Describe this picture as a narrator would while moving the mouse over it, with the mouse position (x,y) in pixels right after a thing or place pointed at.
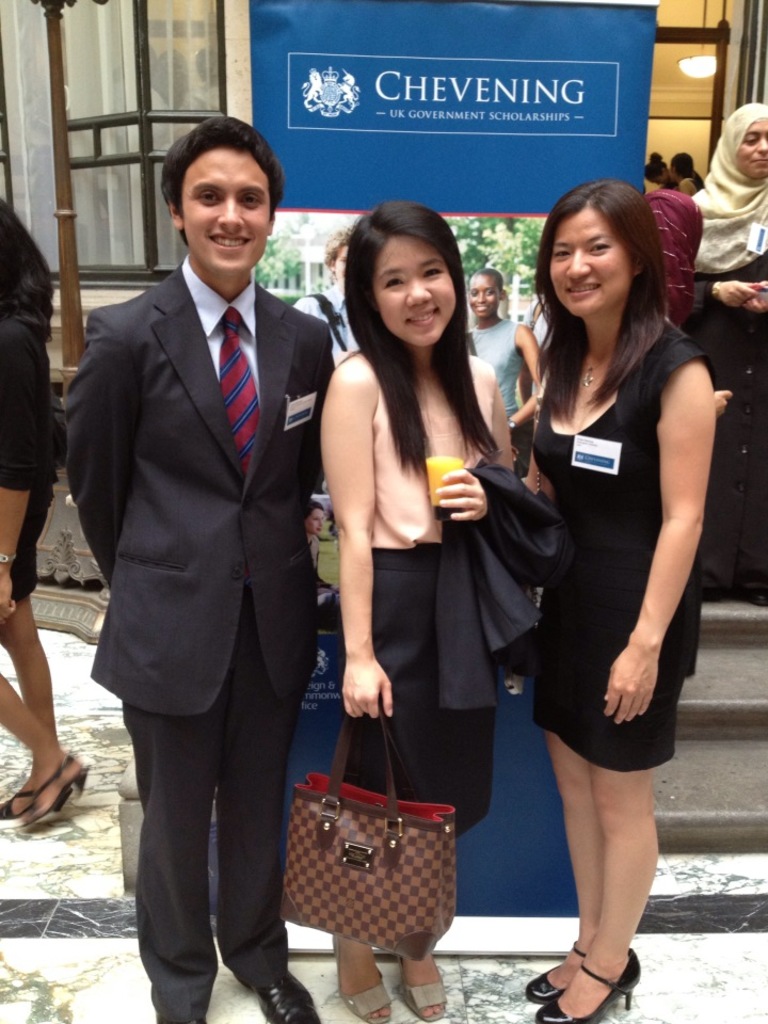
In this image we can see there are three persons (296,538) standing with the smile on their face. The middle girl (412,511) holds a handbag (344,823) and a glass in her hand (472,492), behind them there are few people (662,203) and there is a building (665,107).
